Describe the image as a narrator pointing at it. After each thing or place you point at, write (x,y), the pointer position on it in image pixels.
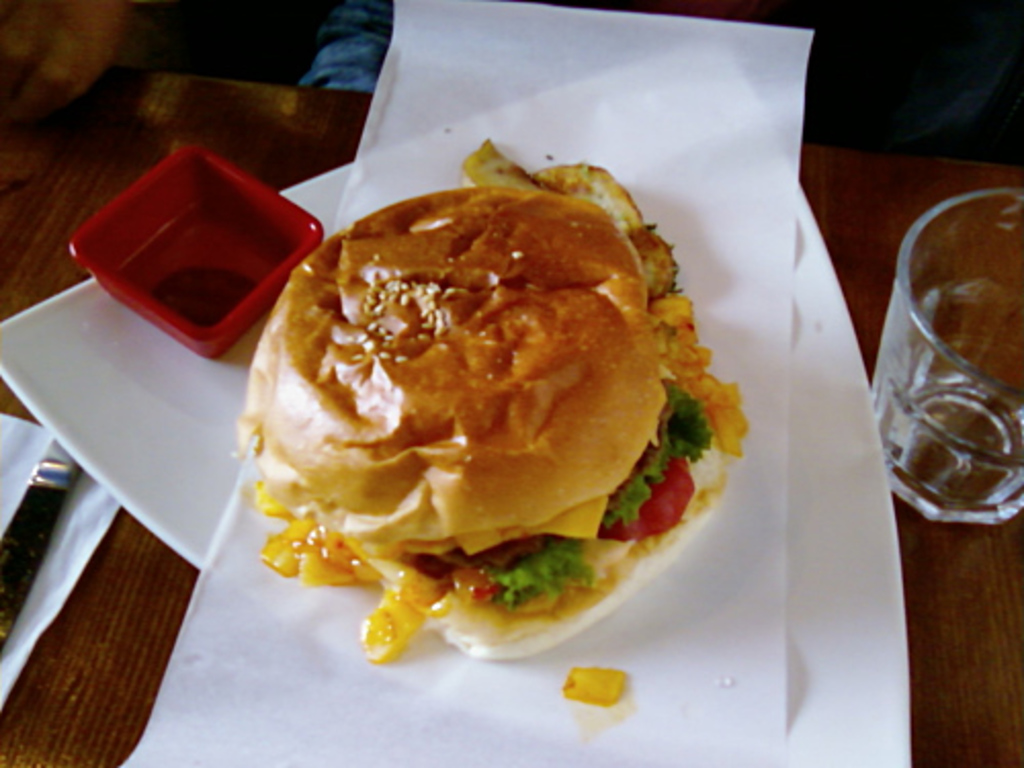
In this picture we can see the wooden platform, on this wooden platform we can see a plate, bowl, glass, food (541,591), knife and tissue papers (302,591).
